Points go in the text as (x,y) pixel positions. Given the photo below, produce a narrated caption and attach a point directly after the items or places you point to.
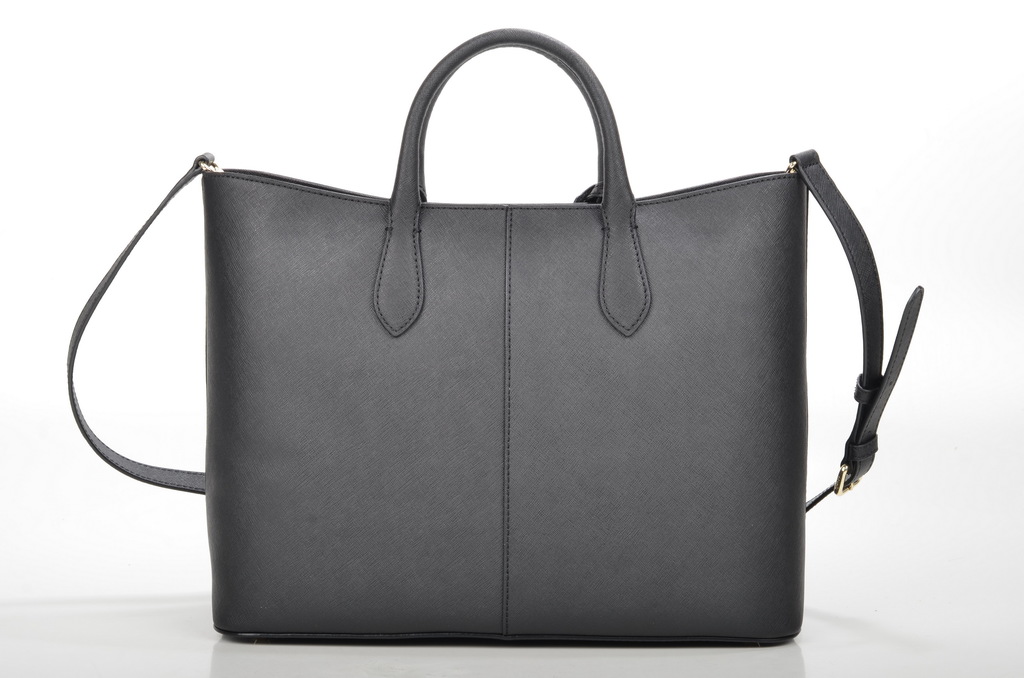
In this picture we can see a bag (539,236) with belt (842,229) and strap (189,179) to it.
